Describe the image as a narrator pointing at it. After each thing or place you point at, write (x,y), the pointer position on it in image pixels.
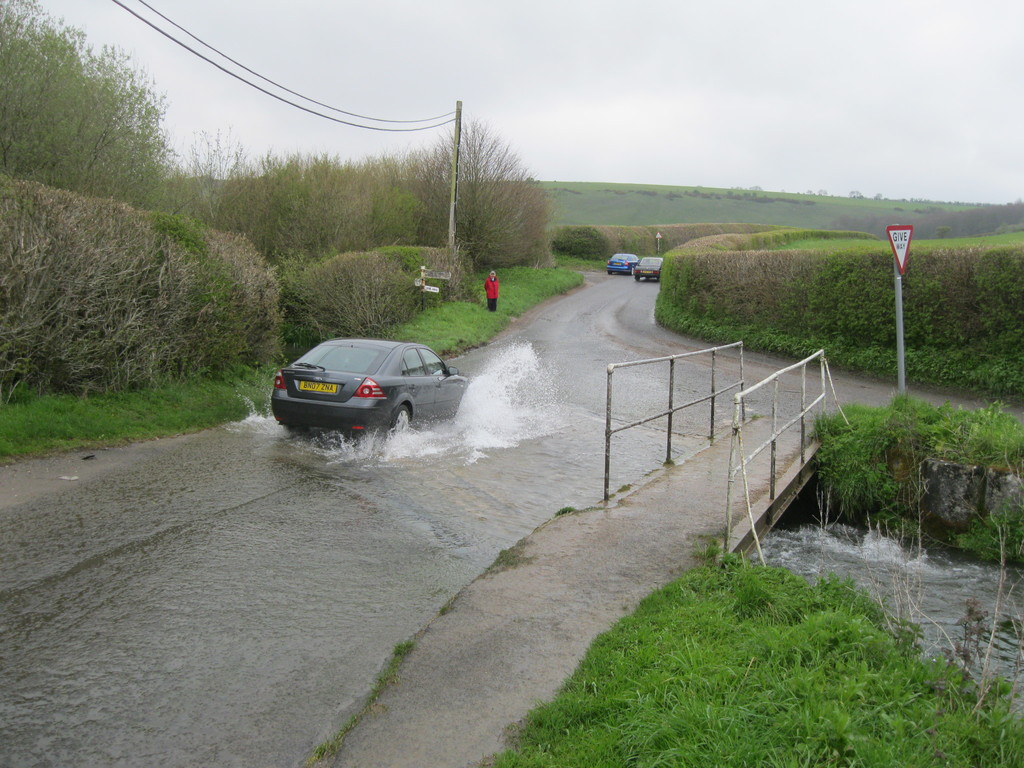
In this image there are few vehicles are moving on the road (603,292) and there is a water (220,534) on the road (597,376). On the left side of the image (183,265) there are trees (504,206) and there is a person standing on the grass (464,310), on the other side of the image there are some metal structures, grass (906,486), trees (931,329), in the middle of the grass (946,705) there is a water flow (944,616). In the background (415,151) there is the sky (550,178).
